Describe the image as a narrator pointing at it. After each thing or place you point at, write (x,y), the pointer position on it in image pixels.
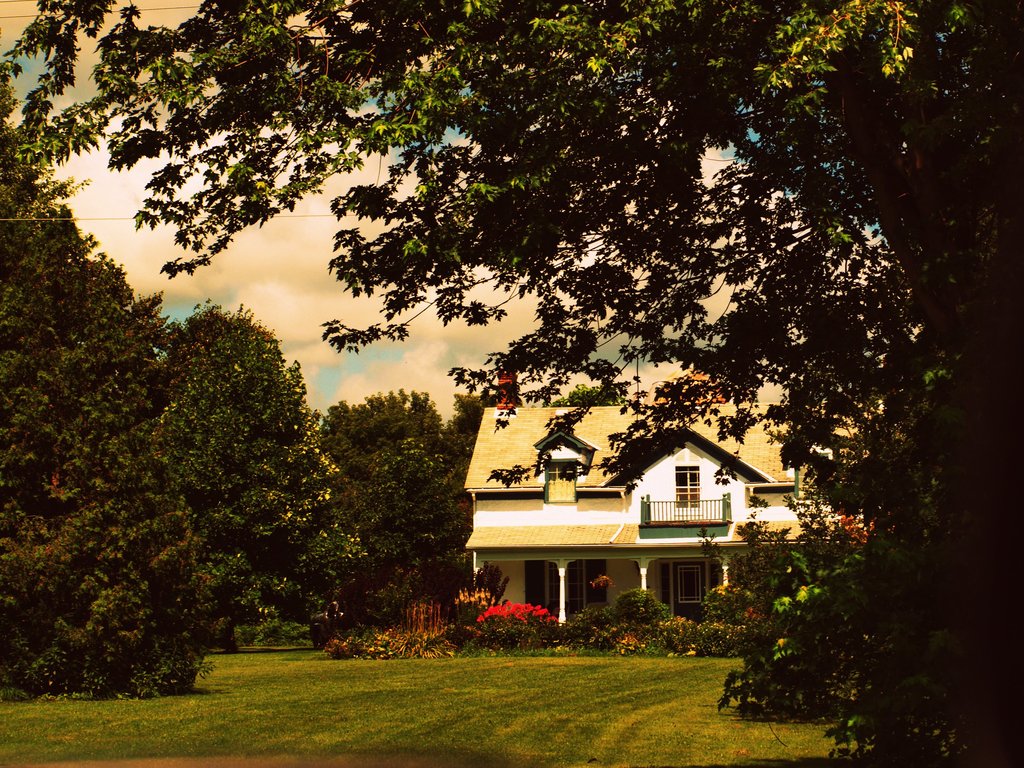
In this picture I can see there is a building (652,531) and it has doors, windows (572,587), there are few plants (552,645), trees (676,427) at right (822,198) and left and the sky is cloudy.
